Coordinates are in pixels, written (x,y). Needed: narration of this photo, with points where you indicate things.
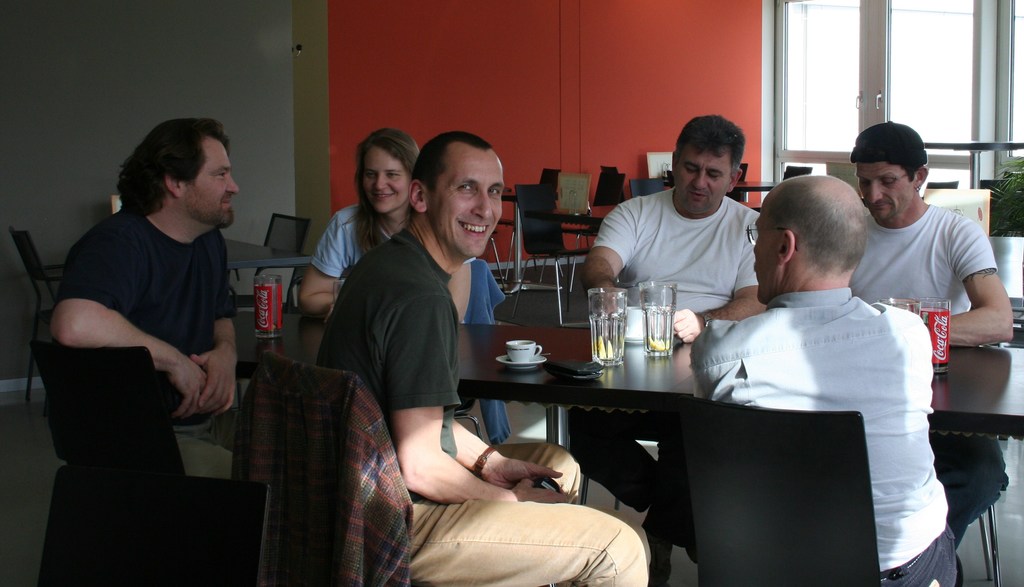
In this image there are few people (804,231) who are sitting on chair (255,505) and around the table (476,334). On the table (487,377) there are two glasses (603,328), cup (532,349), purse (563,366) and a cool drink tin (274,303). At the back side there are chairs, wall (613,82) and the door (875,77).
